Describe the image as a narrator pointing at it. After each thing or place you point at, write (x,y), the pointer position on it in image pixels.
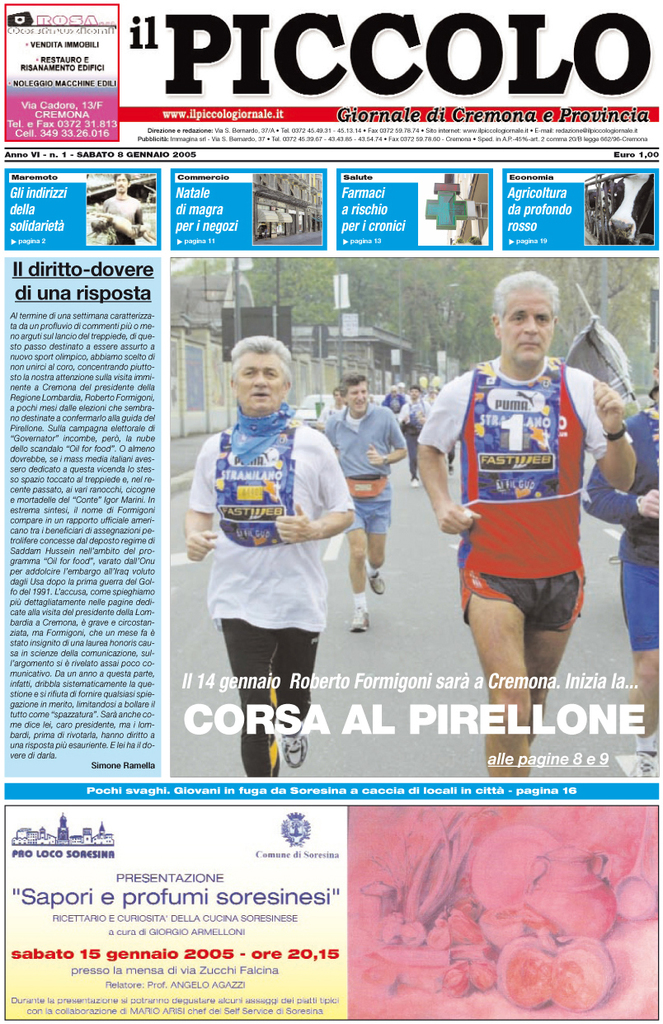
In this image we can see a paper article (254,613) in which there are images (540,470) and text (134,372).
